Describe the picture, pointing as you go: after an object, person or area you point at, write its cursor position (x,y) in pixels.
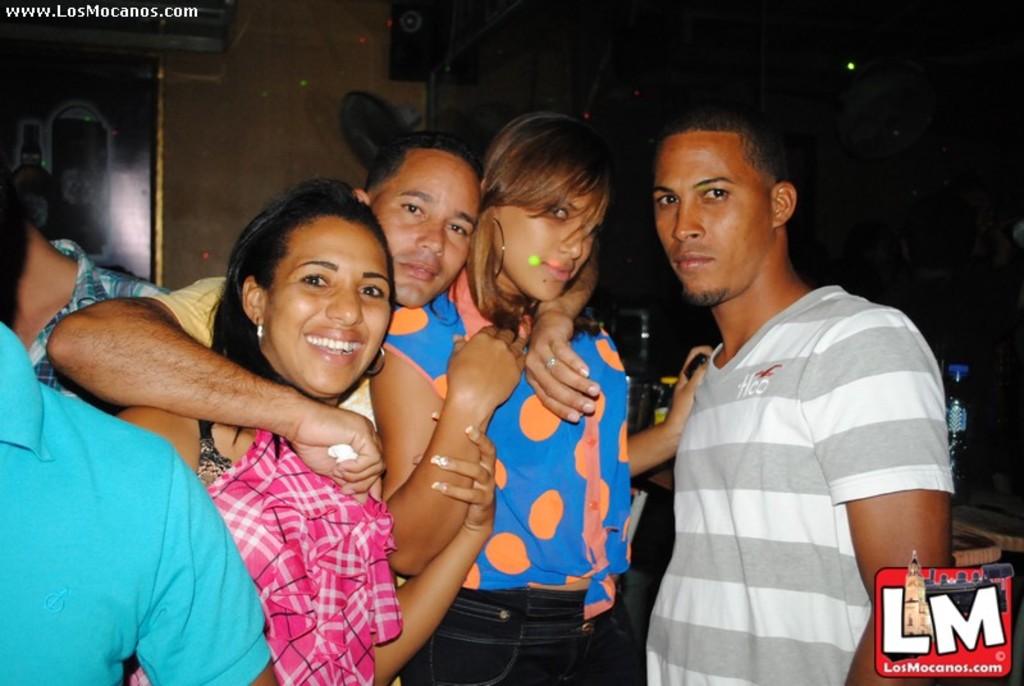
In this image there are some persons (450,336) standing as we can see in middle of this image (470,398) and there is a wall (225,132) in the background (211,142). There is one bottle (954,426) kept on a table (974,512) on the right side of this image (963,497), and there is a logo (909,566) on the bottom right corner of this image (925,613).
